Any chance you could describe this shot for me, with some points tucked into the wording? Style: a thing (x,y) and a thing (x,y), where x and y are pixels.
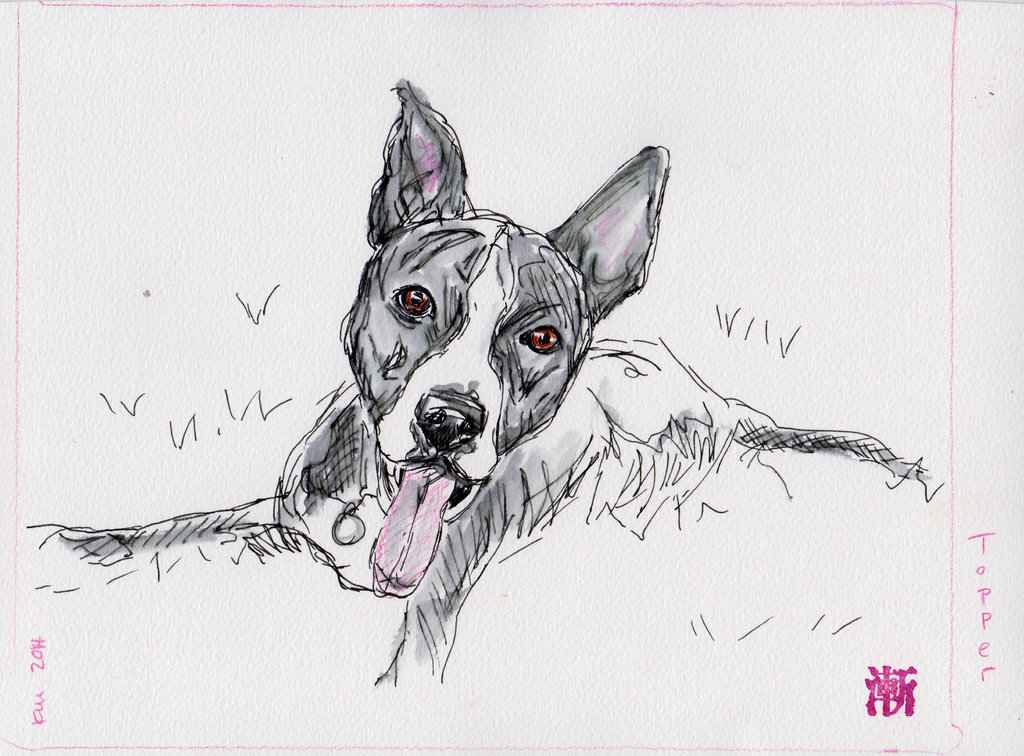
There is a sketch of a dog (400,398) on a white color sheet (279,189) as we can see in the middle of this image (461,346).
